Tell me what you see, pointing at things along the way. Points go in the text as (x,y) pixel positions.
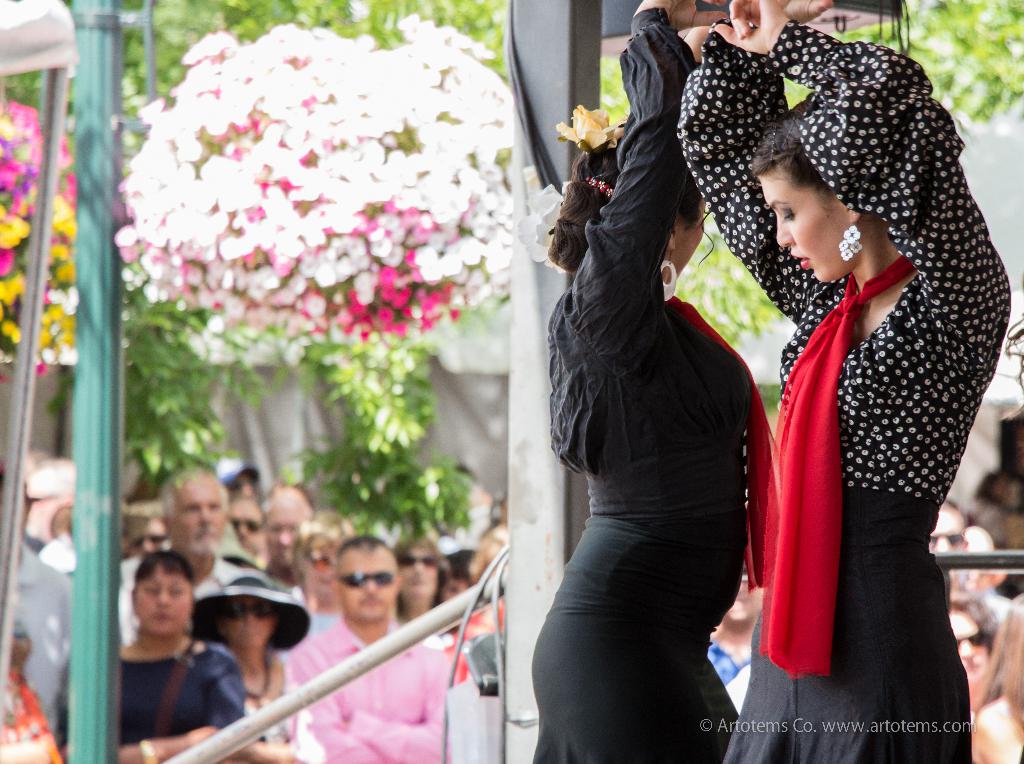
In the foreground of this image (646,706), there are two women (643,560) and it seems like they are dancing and behind them, there is a pole (538,354) and few people (385,595) standing and watching them. We can also see flowers (378,85), poles (110,92), trees (415,395) and the wall (449,416).
